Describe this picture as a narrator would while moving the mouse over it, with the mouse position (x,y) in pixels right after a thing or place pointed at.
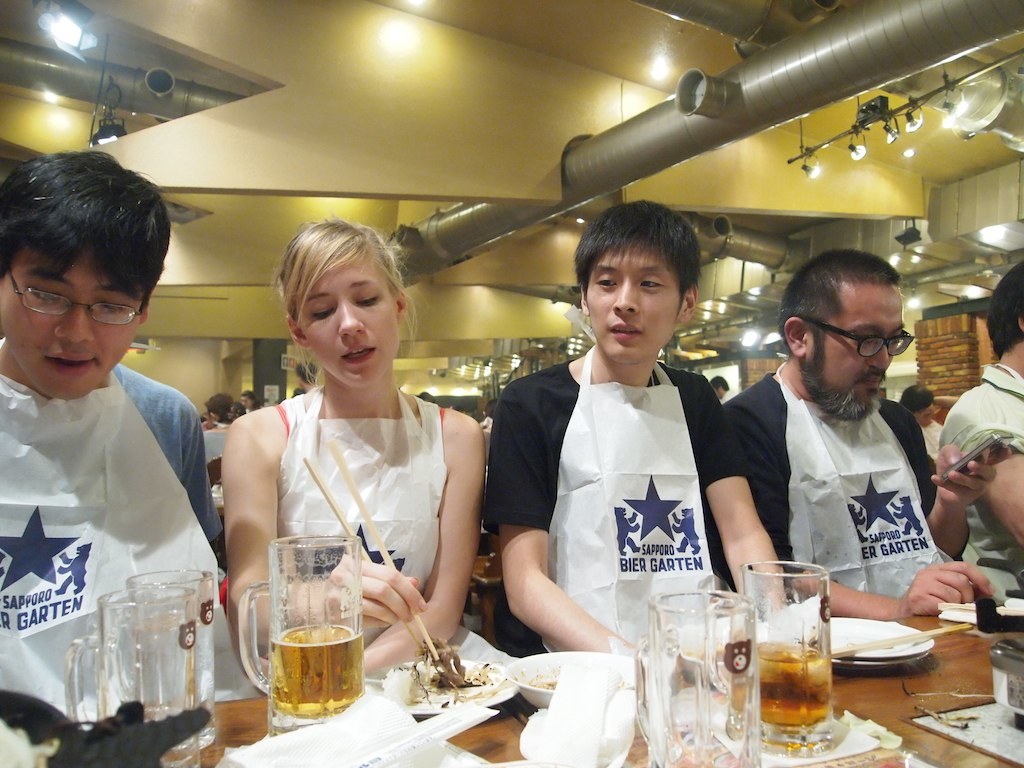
In this image I can see five persons (364,534) are sitting on the chairs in front of a table (991,679) on which I can see glasses (647,670), plates (384,687), sticks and so on. In the background (495,230) I can see a group of people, tables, wall (520,243), AC ducts (510,216), lights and metal rods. This image is taken may be in a restaurant.
